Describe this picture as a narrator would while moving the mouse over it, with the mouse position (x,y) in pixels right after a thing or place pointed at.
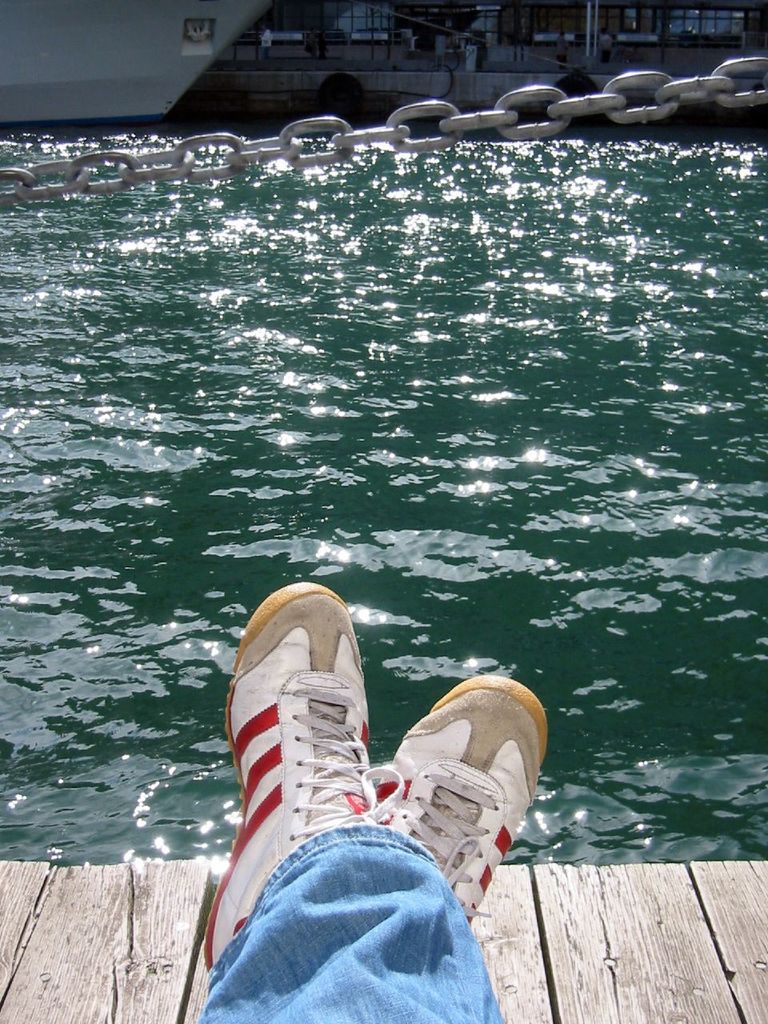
In this image we can see the legs (383,865) of a person (438,918) wearing shoes (477,911) on the wooden floor (518,943), in front of that there is a river (399,457) and a chain (450,118). In the background (143,69) there is a ship (200,34), beside the ship (203,37) there is a railing (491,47).
